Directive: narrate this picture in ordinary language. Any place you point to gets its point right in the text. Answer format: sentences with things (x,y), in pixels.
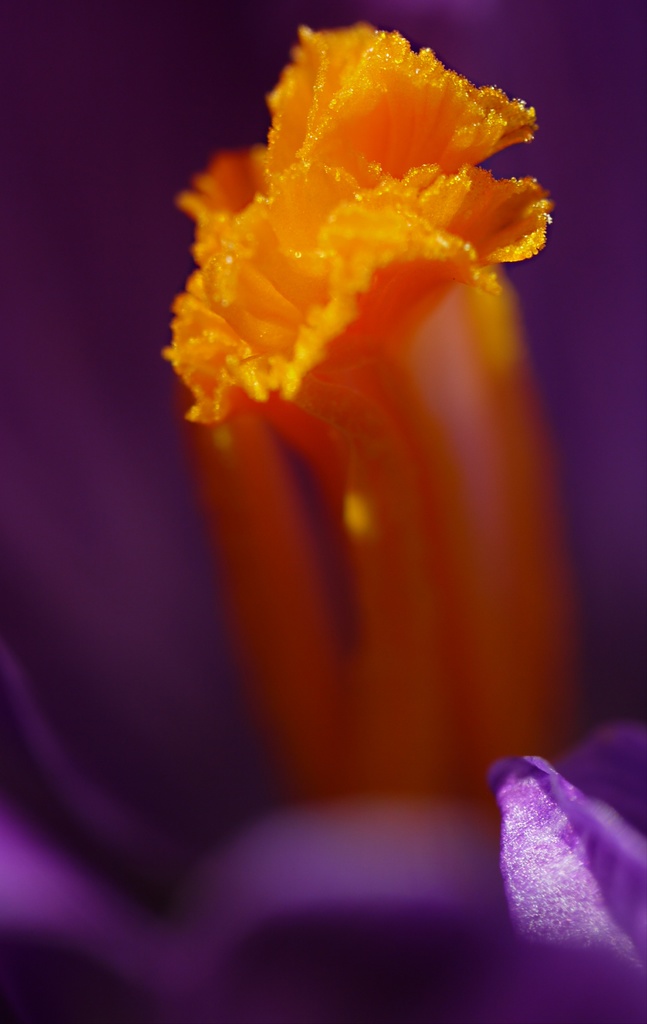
In this picture, there is a orange flower (290,386) and a purple flower (377,885) at the bottom (380,888).
